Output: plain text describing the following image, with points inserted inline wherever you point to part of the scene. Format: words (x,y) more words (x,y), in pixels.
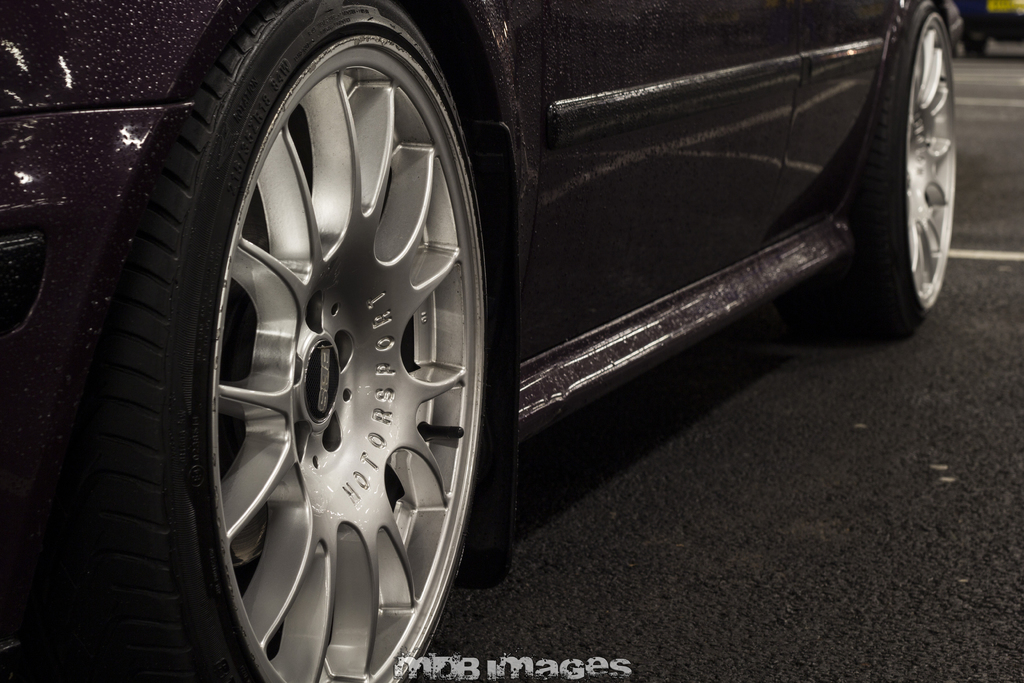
In this picture we can see vehicle (743,300) on the road (793,487). In the background of the image (1006,89) it is blurry. At the bottom of the image (610,671) we can see text (514,672).
